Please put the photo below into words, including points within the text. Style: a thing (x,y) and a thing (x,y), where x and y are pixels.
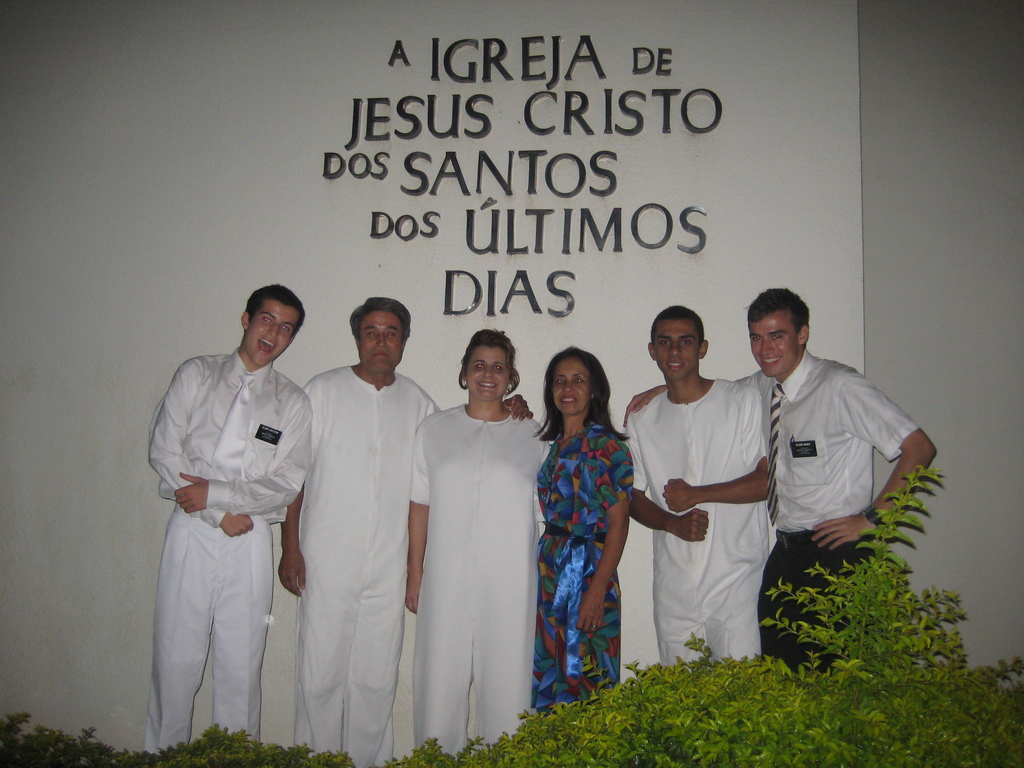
In this picture we can see a group of people (469,351) standing and smiling, plants (841,699) and in the background (400,196) we can see some text (404,105) on the wall (561,47).
